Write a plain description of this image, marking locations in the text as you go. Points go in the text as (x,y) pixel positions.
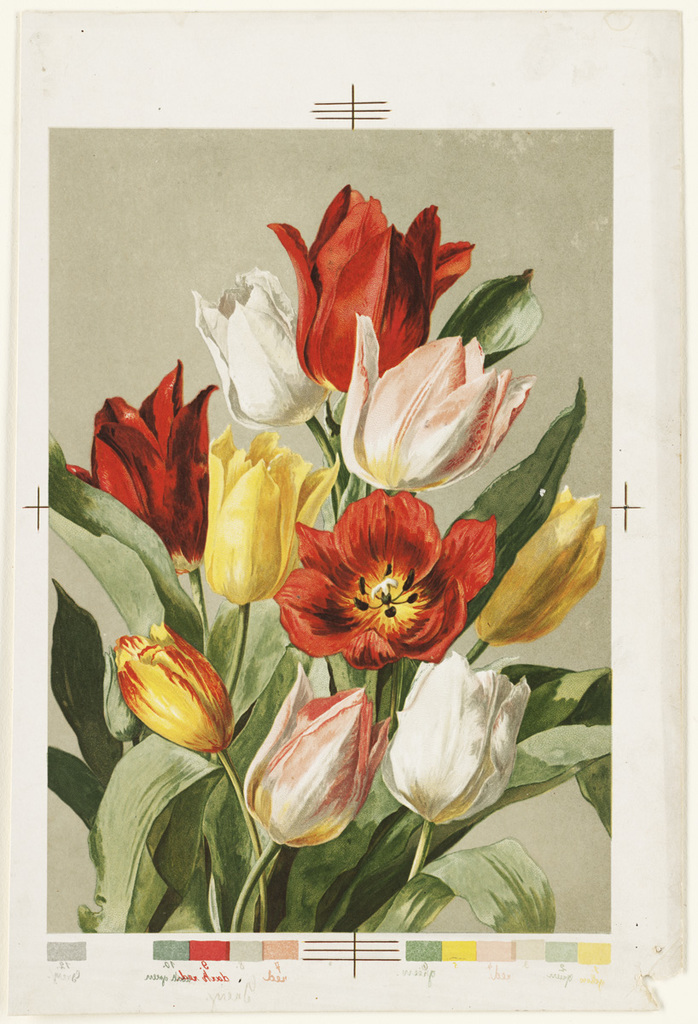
In this picture, we can see a poster (42,466) of some flowers (353,359), and we can see some text (199,967) on the bottom of the picture (223,1002).
